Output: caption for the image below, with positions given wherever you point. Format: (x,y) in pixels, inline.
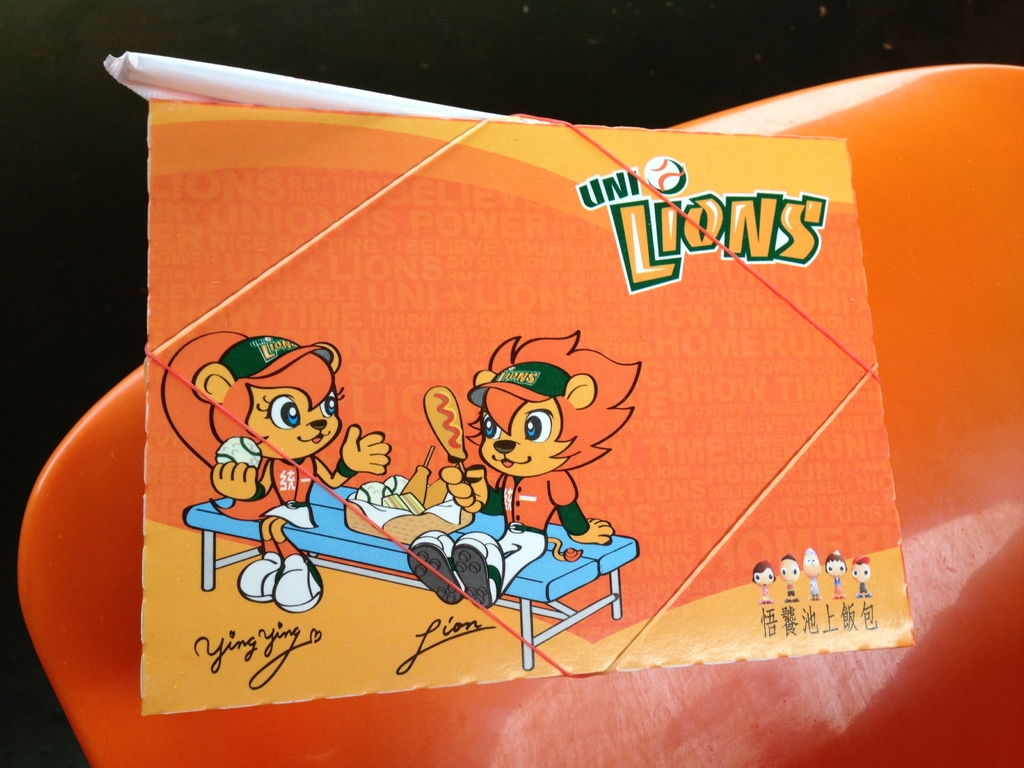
There is an orange cartoon paper (397,638) and an orange chair back (945,226). There is a black background (25,48).
